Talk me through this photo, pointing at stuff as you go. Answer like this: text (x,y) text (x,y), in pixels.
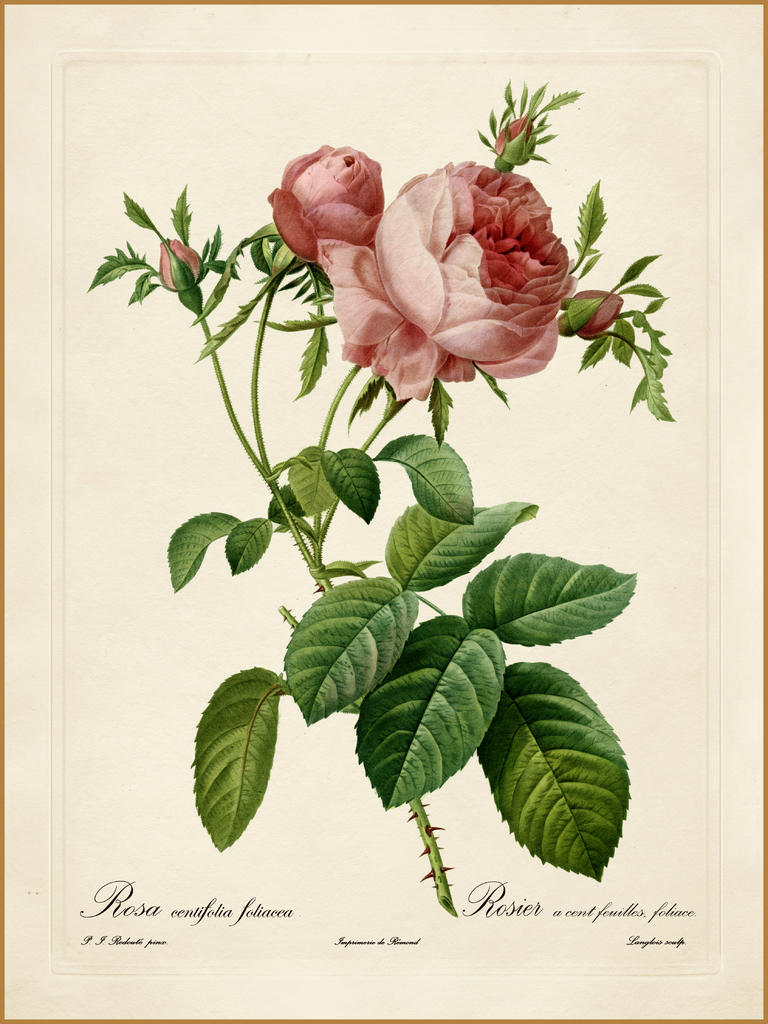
In this image, we can see some poster (433,796). Here there is a rose plant (367,740) with leaves (329,572) and roses (413,246). At the bottom of the image (394,944), we can see some text (664,916).
